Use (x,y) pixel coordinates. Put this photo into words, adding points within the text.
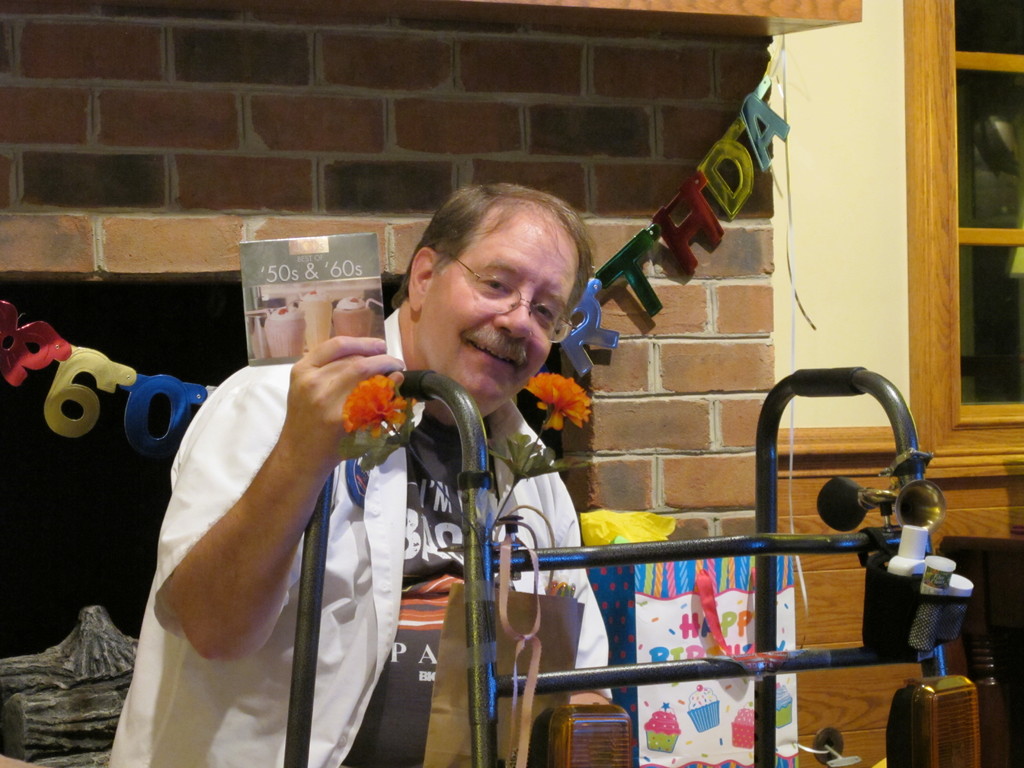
In this image we can see a man (419,446) smiling and holding a card (331,324) in the hands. In the background (751,118) we can see a decor (734,147) hanged to the wall (797,141), window (915,171), cloth bags (709,603) and containers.
